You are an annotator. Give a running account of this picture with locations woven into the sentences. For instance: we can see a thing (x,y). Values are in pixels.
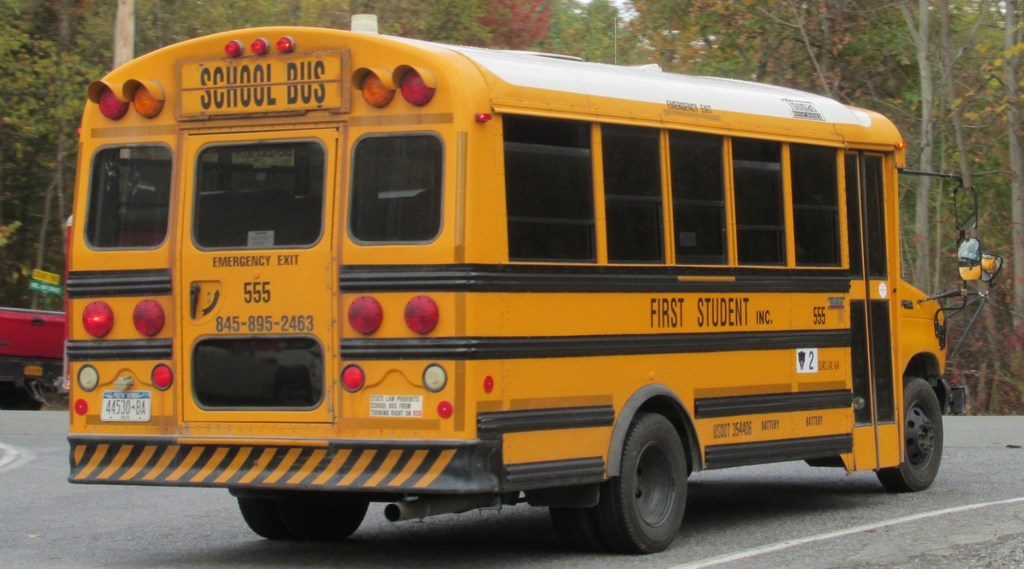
In this picture I can observe a school bus (534,333) moving on the road (176,528). This school bus (494,478) is in yellow color. In the background (389,29) there are trees (734,39).
